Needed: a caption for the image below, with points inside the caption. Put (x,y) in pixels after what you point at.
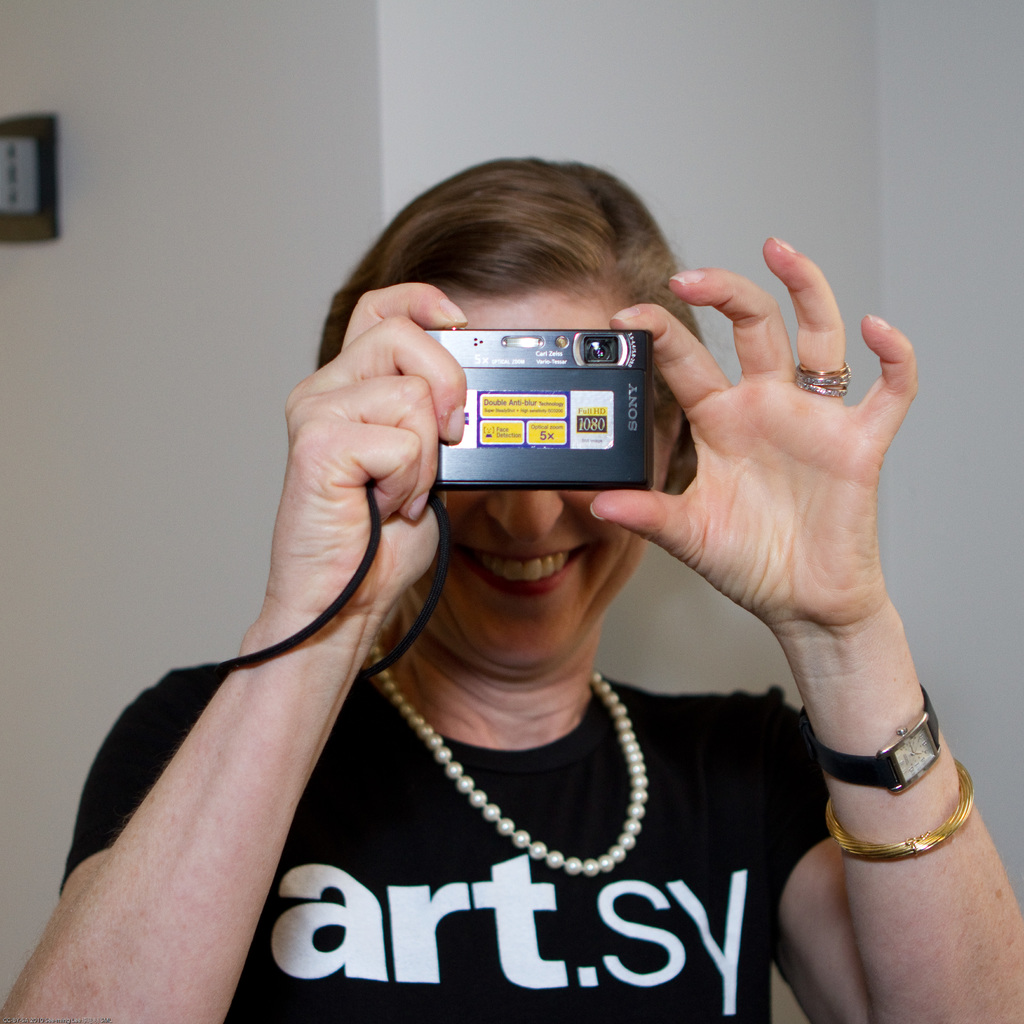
In this image we can see a woman (657,445) holding a camera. On the backside (318,333) we can see a frame (20,231) on a wall (206,268).
